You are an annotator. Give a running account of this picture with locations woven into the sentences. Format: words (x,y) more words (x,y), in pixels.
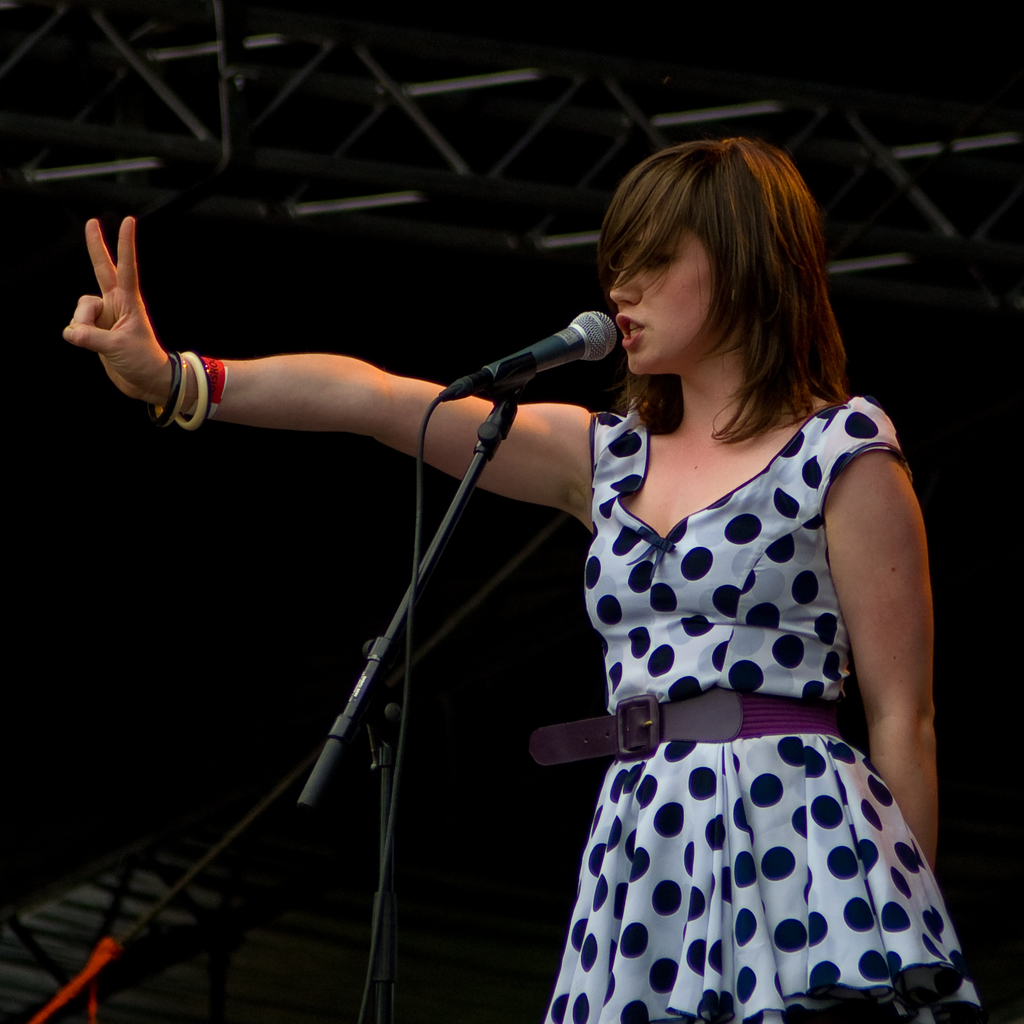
In the center of the image (668,368) we can see a lady (668,368) standing, before her there is a mic (616,336) placed on the stand (502,417). At the top (416,171) there are rods (196,48).
